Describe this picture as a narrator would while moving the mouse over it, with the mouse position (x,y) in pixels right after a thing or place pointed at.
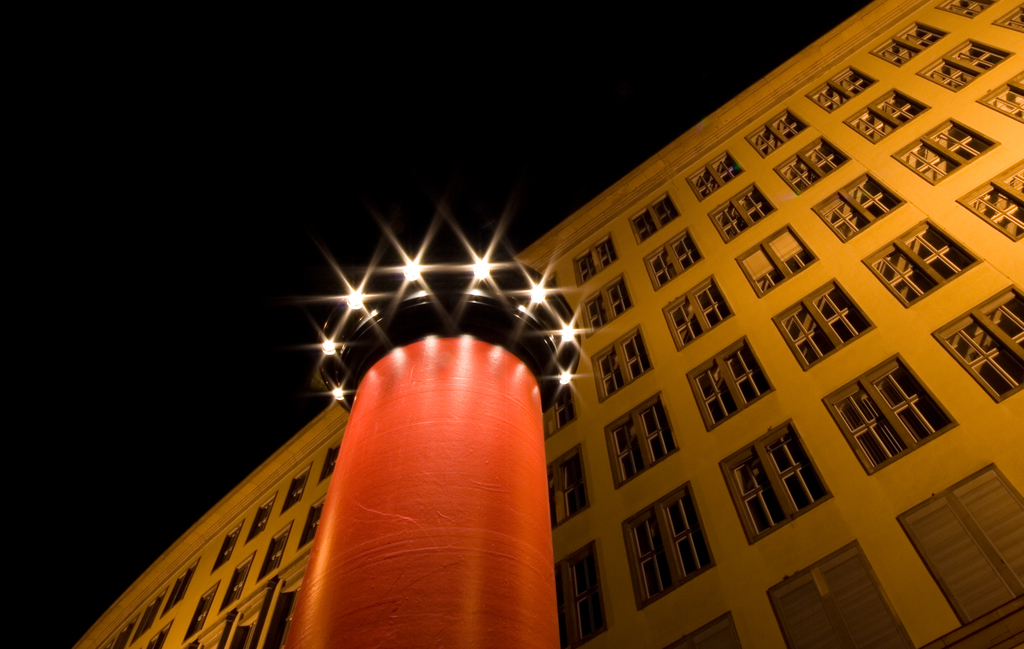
In this picture there is a red color pillar (436,318) with many spotlights (486,271). Behind there is a yellow color big building (756,315) with many windows (640,526). Above there is a dark sky (333,182).
